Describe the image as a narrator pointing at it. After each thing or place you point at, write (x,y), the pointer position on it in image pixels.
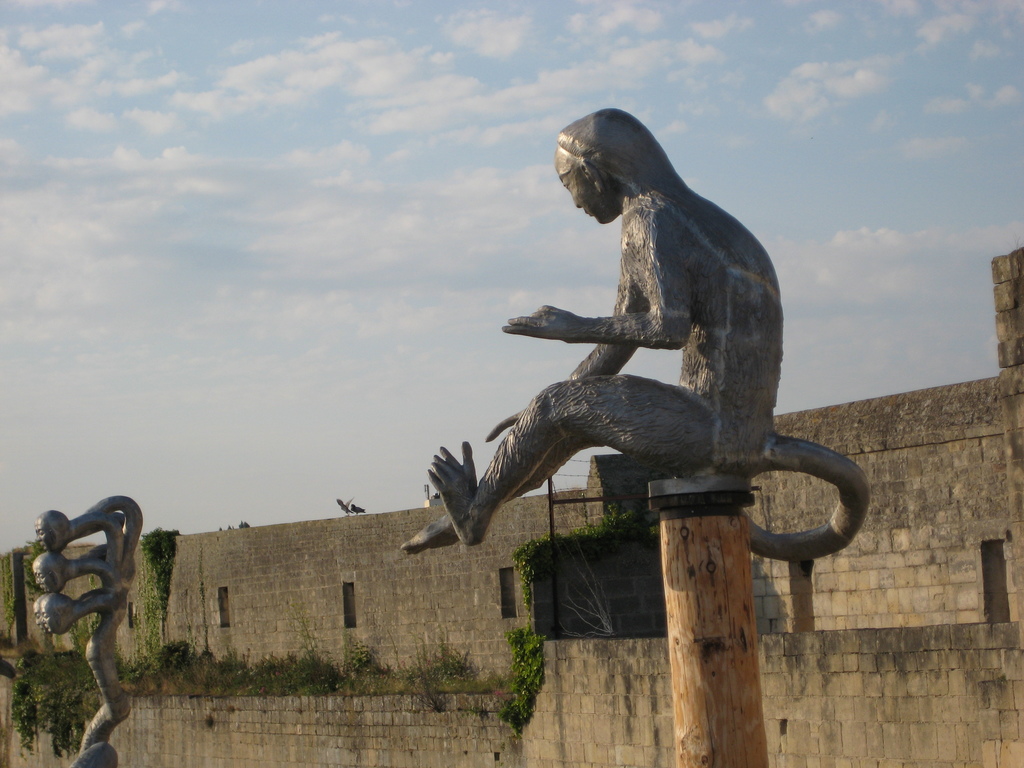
There are 2 sculptures (94,589). There is a stone wall (550,660) on which there are plants (123,667).
